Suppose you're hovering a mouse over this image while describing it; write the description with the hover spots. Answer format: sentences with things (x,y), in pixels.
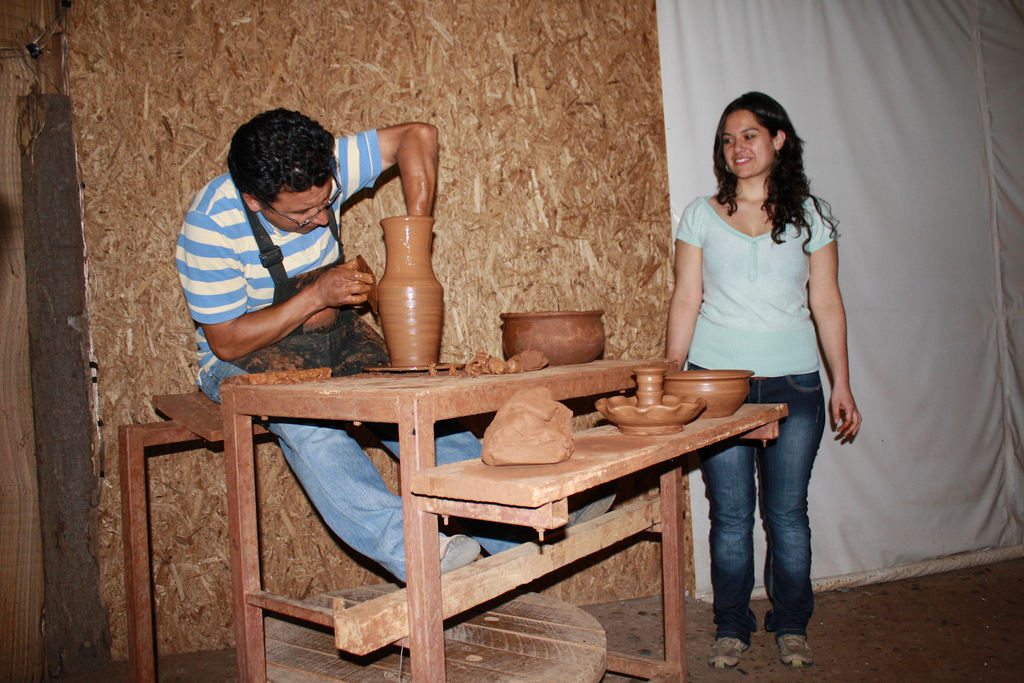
In this image there is a man (200,379) sitting on the wood (200,417) and making the pot (424,283) from the clay (395,282). There is another woman (692,271) who is standing beside him and watching how to make the pot (433,350). At the back side (110,100) there is a wall (249,74) and a curtain (689,73).
